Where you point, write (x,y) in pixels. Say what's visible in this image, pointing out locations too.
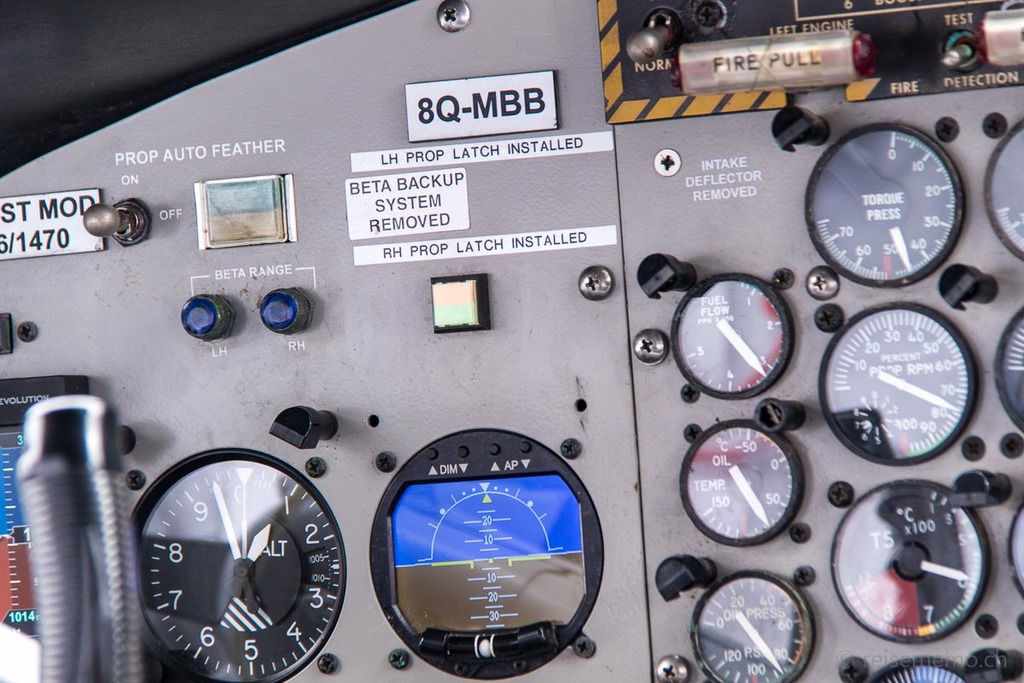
In the image on the board (313,391) there are many meters (886,268). And also there are nuts (595,286), switches (636,55), lights (196,313) and a few other items (1015,52). And on the board (159,144) there is something written on it. There is a meter (457,545) with screen (484,595).
